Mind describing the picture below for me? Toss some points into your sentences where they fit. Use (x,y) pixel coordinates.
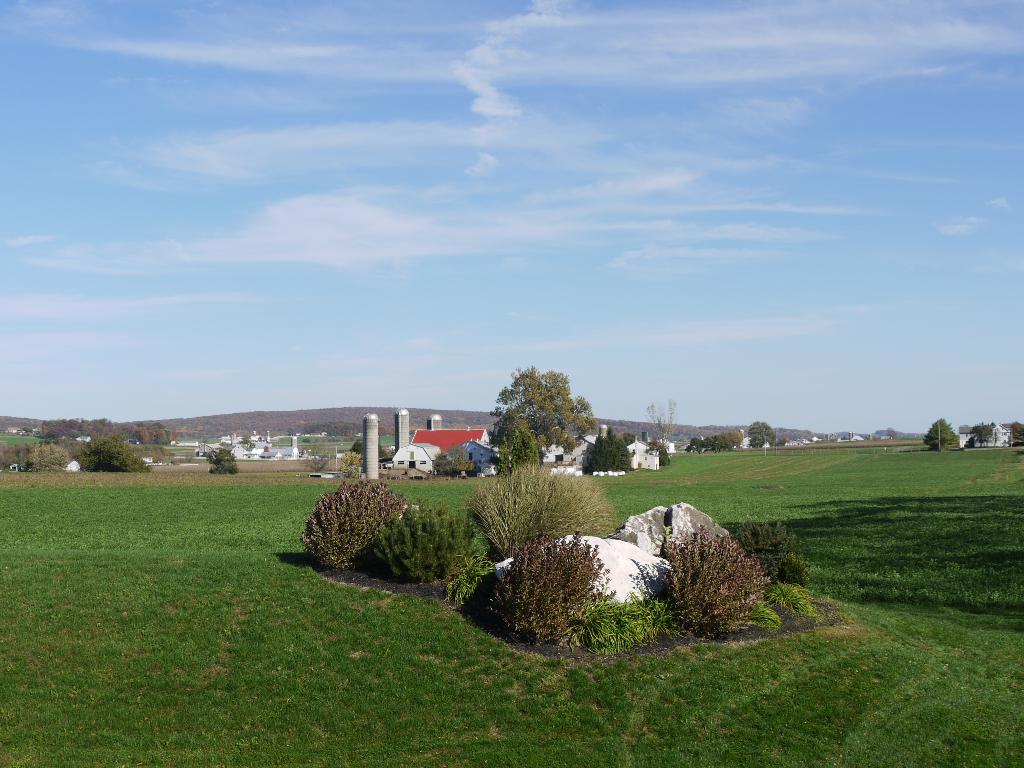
In this image there is grass (396,691). There are bushes (552,578) and trees (624,440). There are stones (636,587). There are buildings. There are mountains (277,425) in the background (340,422). There is a sky (861,308).
